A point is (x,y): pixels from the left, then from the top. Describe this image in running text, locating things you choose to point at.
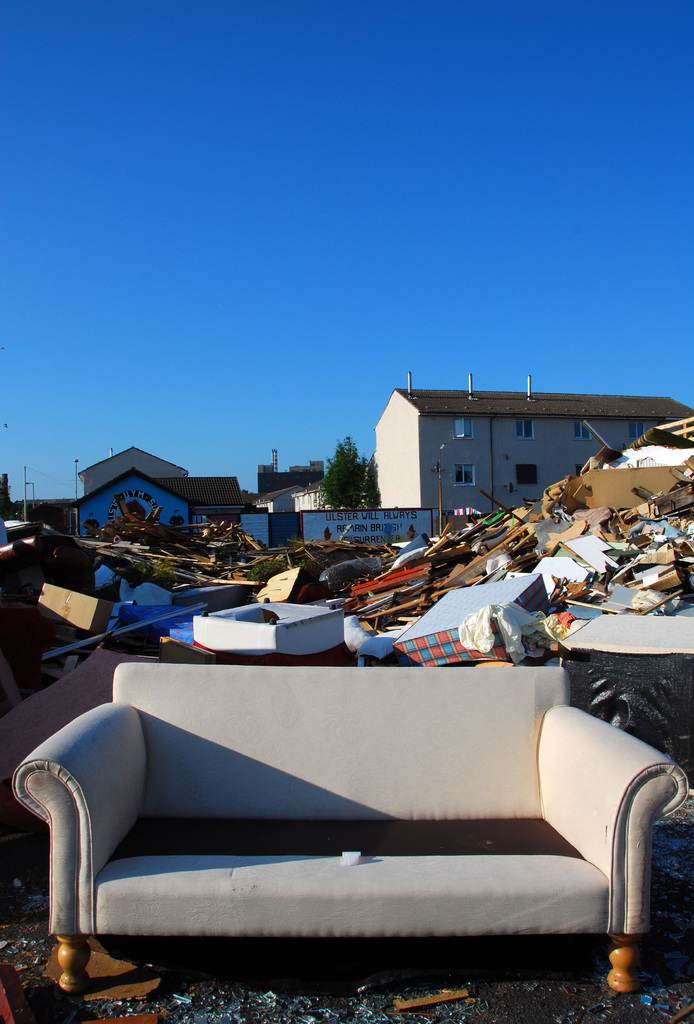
In this picture we can see a sofa (436,785) and this is the trash (480,617). On the background (473,414) we can see a house (402,459). And there is a tree (357,479) and this is the sky (330,194).
